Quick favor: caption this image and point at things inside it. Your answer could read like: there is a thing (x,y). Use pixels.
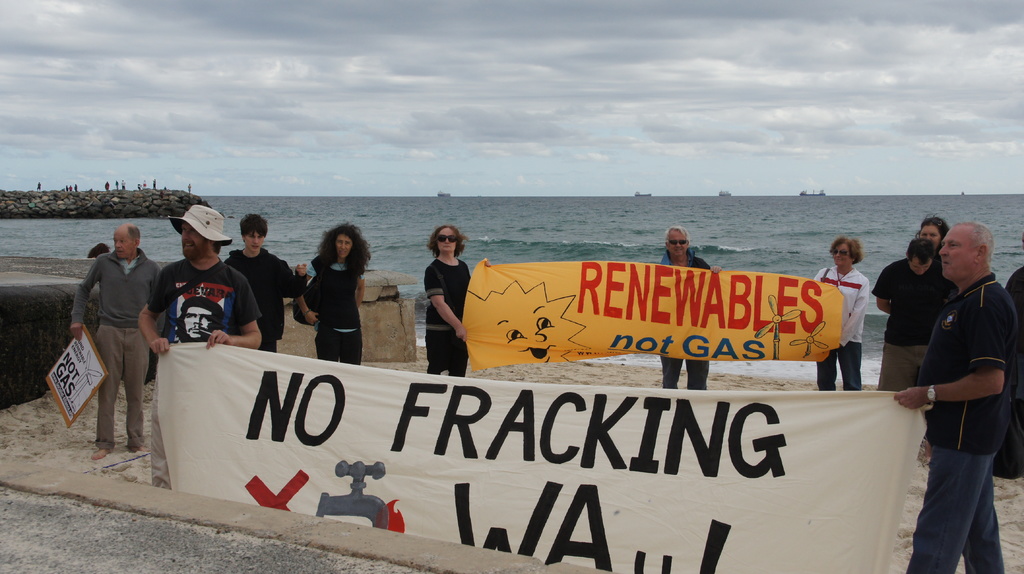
In this image in the front (659,468) there are persons (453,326) standing and holding banner (445,411) in their hands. In the center (361,326) there are persons (265,271) standing and there are persons (847,313) holding banner (692,307) with some text (688,302) written on it. In the background (310,195) there is an ocean (644,201) and the sky (376,169) is cloudy.
